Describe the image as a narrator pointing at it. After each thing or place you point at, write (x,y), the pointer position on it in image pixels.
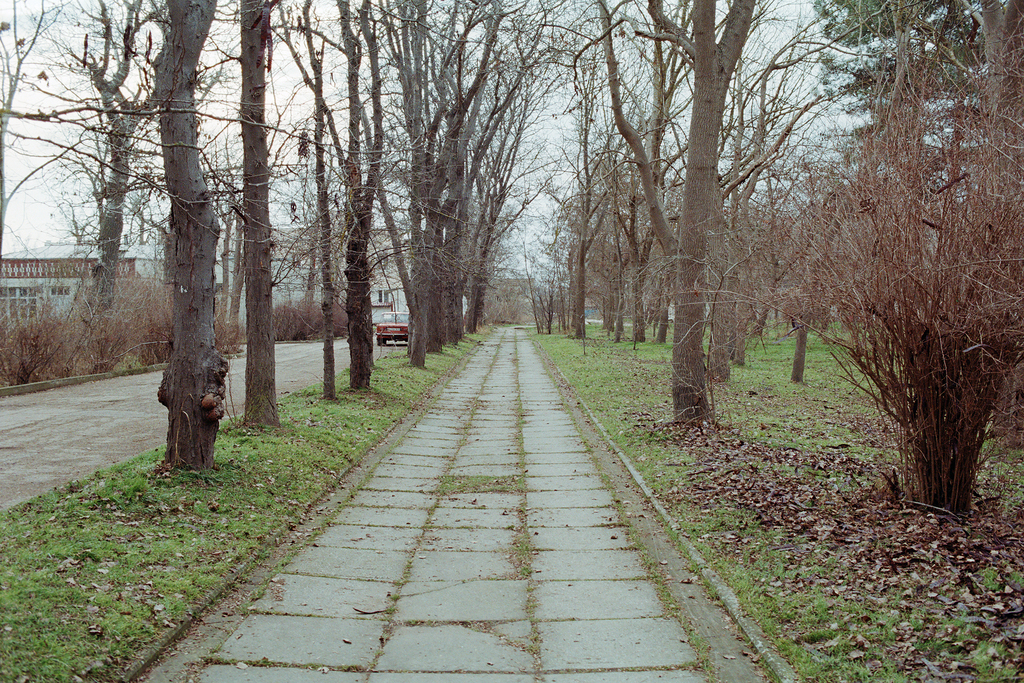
In this picture I can see trees (202,409), buildings (72,276) on the left side (85,280) and I can see a vehicle (385,328) on the road (383,347) and a cloudy sky (658,45).
